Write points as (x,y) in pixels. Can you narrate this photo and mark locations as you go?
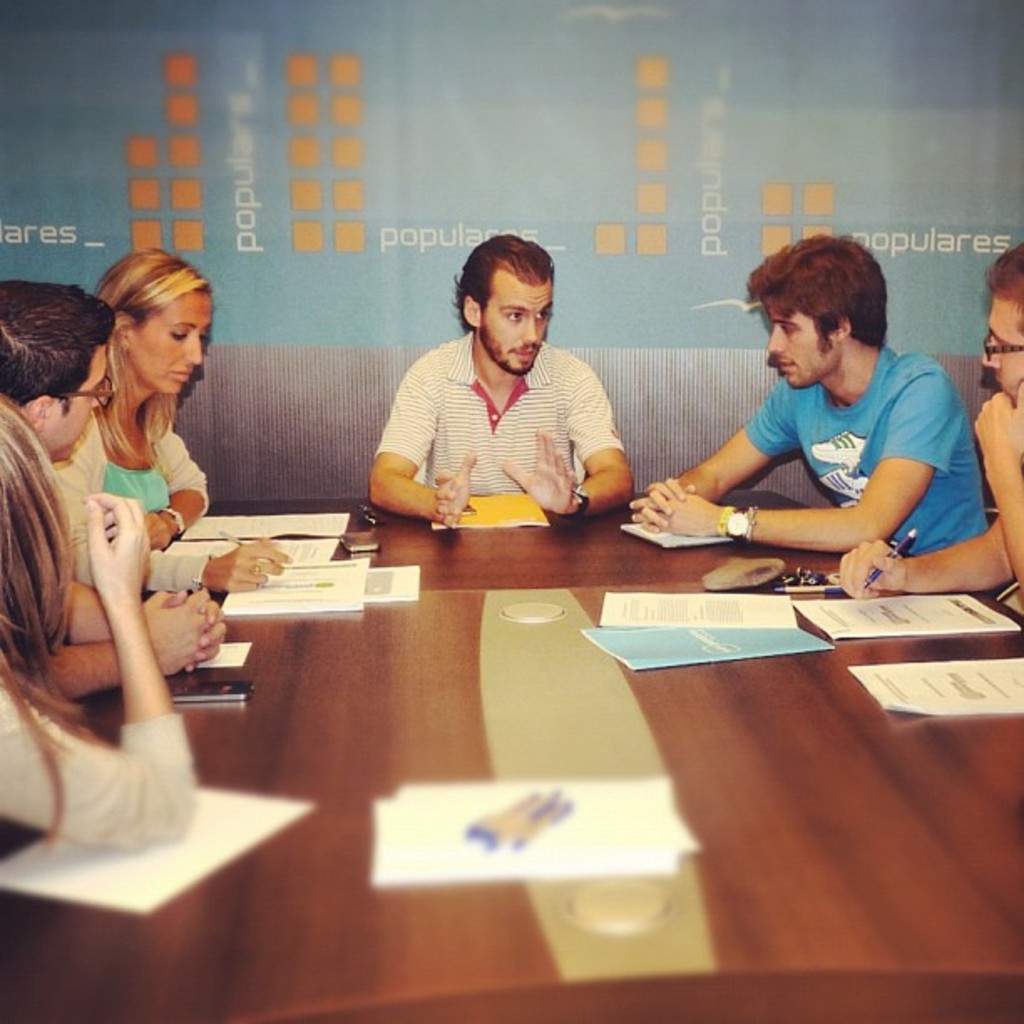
It is a meeting room (679,158), some people (93,328) are sitting around the table (548,536) one person (438,492) is sitting in the middle (391,484) and he is talking something to the other people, there are some papers (328,599) and a mobile phone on the table (360,762), behind the middle person (461,450) there is a sofa (417,349), in the background (689,169) there is a name of the organisation (713,182).
